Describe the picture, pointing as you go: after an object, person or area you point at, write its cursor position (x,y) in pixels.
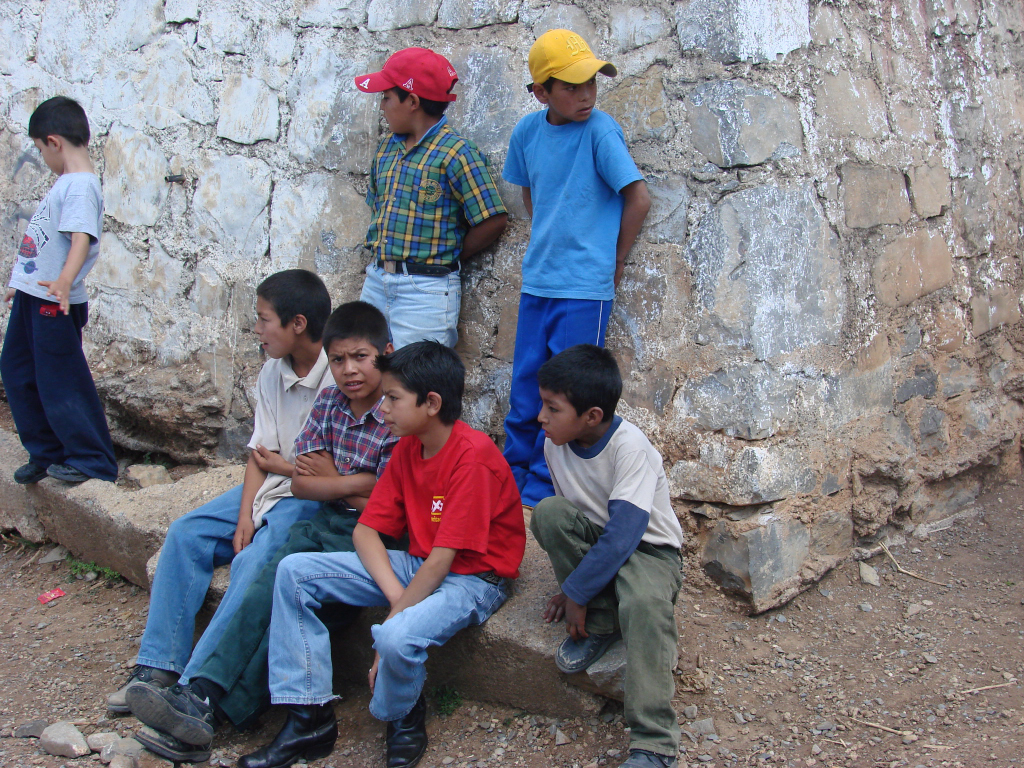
In this picture we can see four boys (384,544) sitting, three boys (434,300) standing on rocks (120,538) and in front of them we can see stones (132,758) on the ground (89,714) and in the background (467,350) we can see the wall (974,88).
